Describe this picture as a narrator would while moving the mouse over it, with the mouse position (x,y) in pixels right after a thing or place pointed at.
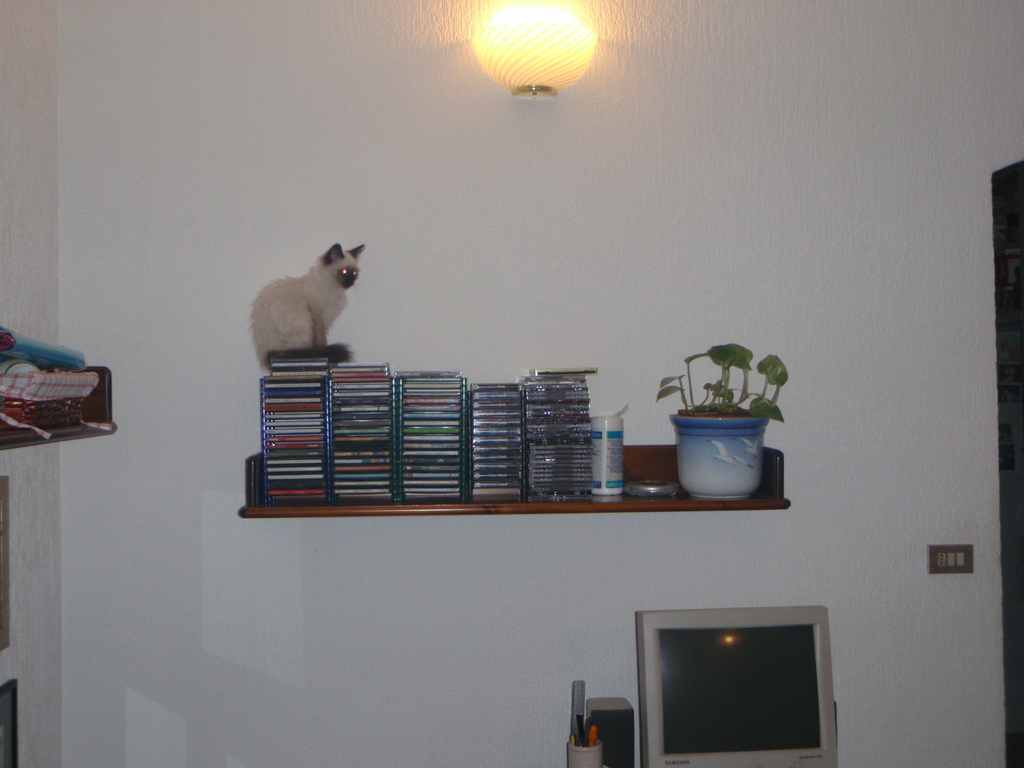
In this picture I see the monitor (786,646) in front (760,667) and on top it I see a rack (390,508) on which there is a plant (763,407) and I see number of things (373,402) on which there is a cat (283,309) and I see the wall (258,393) and on the top of this image (522,57) I see the light (516,43) and on the left of this image (42,371) I see something (62,398) on the rack (98,393).
